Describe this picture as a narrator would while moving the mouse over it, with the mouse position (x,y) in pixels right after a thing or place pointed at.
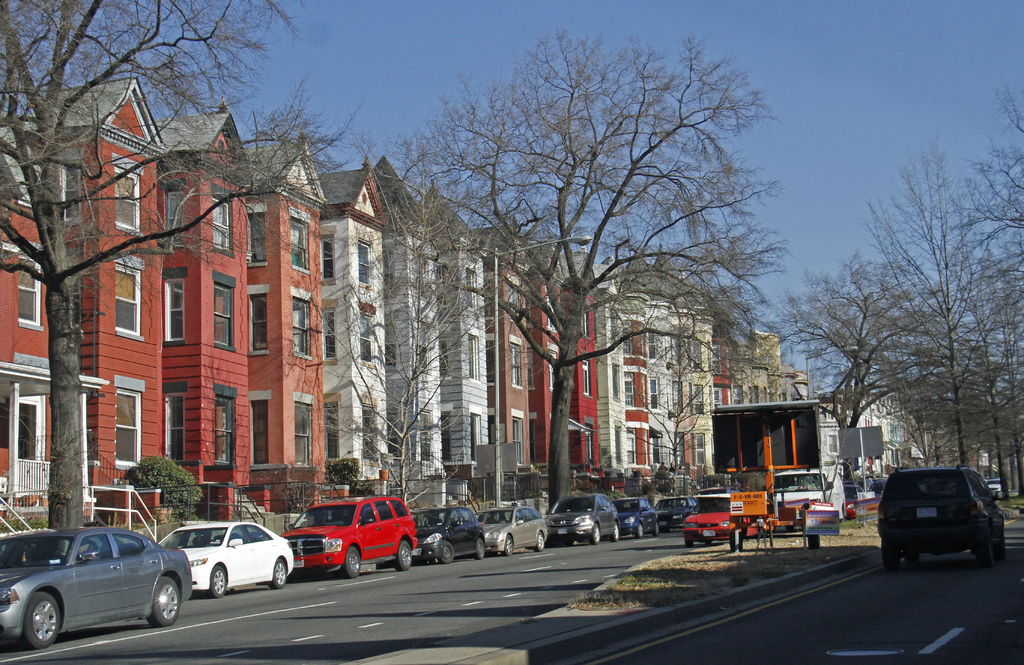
In this picture we can see some vehicles (711,537), there are some trees (1006,416), plants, poles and lights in the middle (649,420), in the background (662,416) there are some buildings (642,423), we can see the sky (509,20) at the top of the picture (843,62).
